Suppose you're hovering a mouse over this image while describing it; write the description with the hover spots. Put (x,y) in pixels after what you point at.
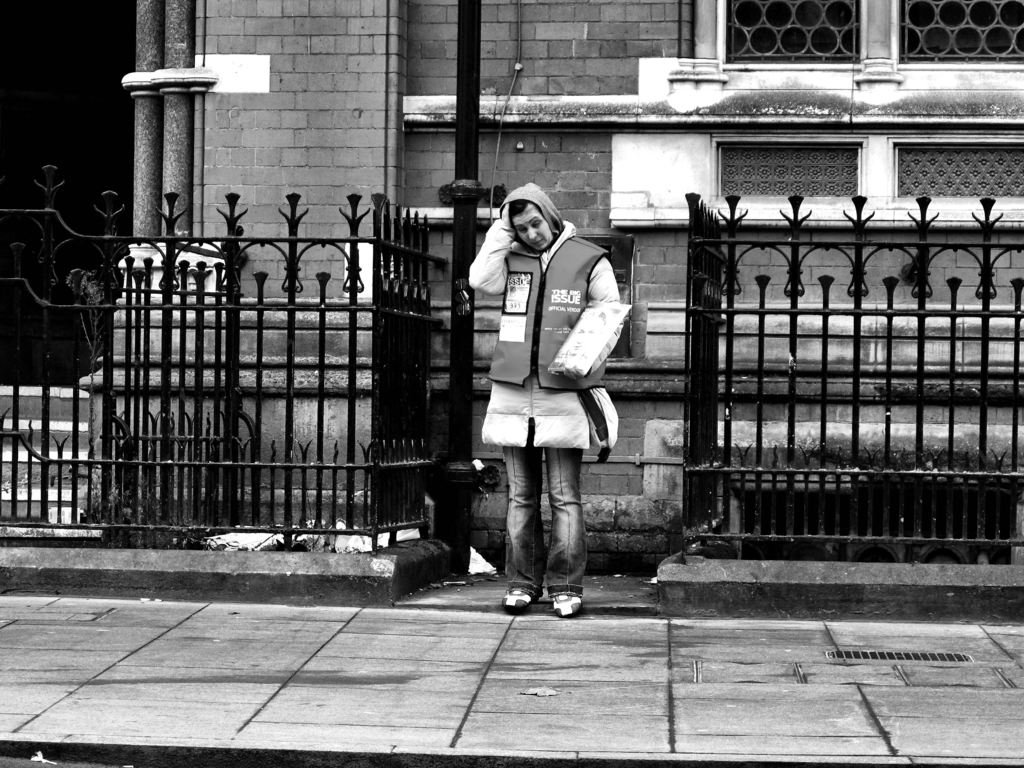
In the center of the image (546,414) we can see a person (550,432) standing. In the background (474,171) there is a building (683,78). At the bottom (212,521) there are railings (293,472).
